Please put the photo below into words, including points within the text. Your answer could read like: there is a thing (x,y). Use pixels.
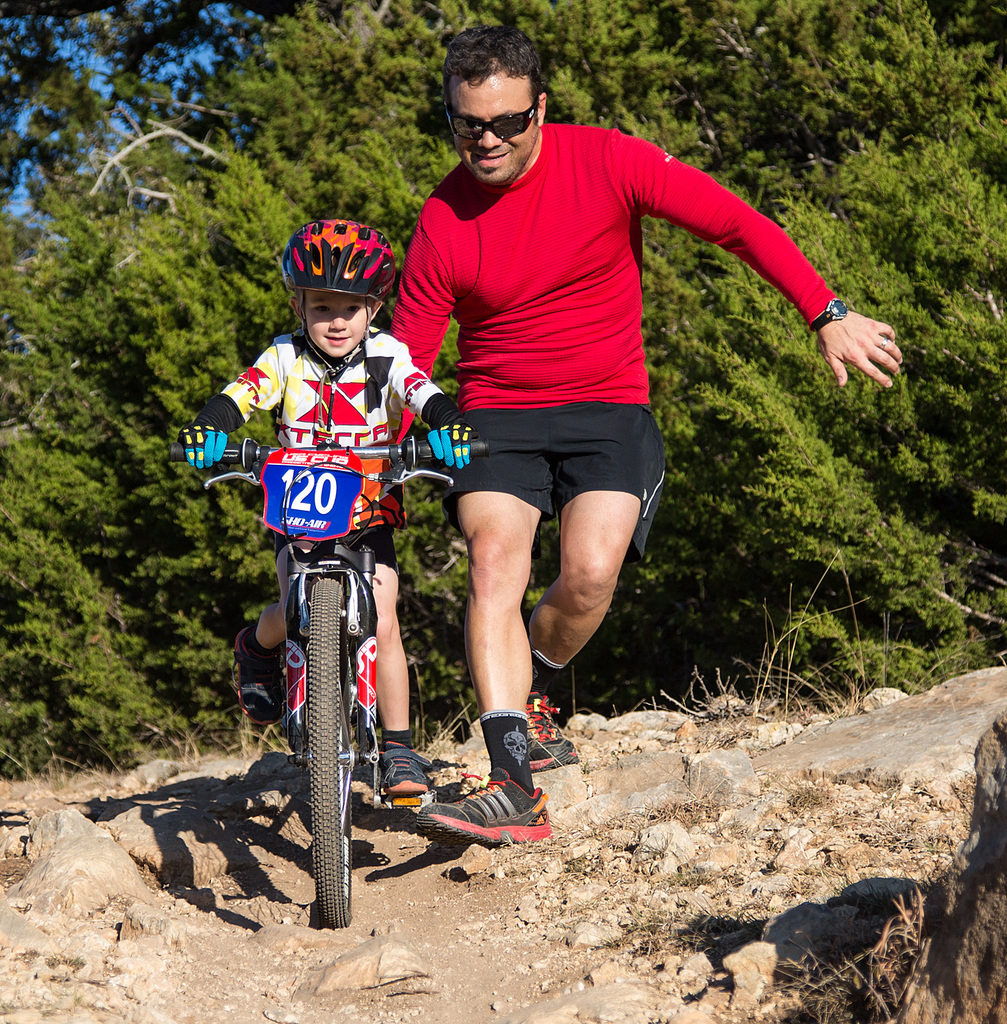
In the image there are total two people (516,584) a kid (456,435) and a man (568,483), the kid (445,451) is riding cycle (290,612), behind him a man (592,360) is running in the background (833,69) there are some trees (690,445) and sky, the cycle (318,874) is on a rock (386,955) there are also some stones (563,888) beside that.
